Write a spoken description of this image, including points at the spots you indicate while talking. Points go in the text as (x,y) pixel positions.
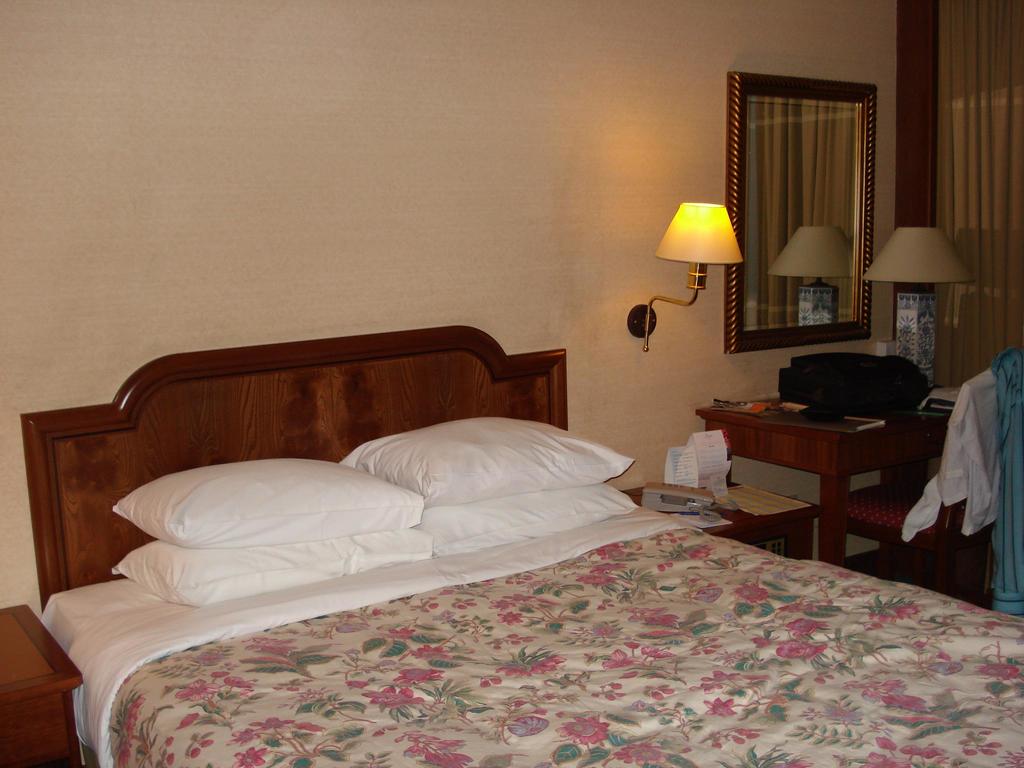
It is a closed room (329,584) where we can see a bed (377,584) and comforter (378,646) and pillows (293,571) beside it there is a table (773,526) on it there is telephone (712,510) and there is another table (789,456) one bag (867,385) is on it and one bed lamp (912,317) on it. Behind it there is a big wall (586,209) and a lamp (720,239) is attached to it and a mirror (783,299) is attached to it and in front of the table (894,436) there is a chair (941,517) and some clothes (993,415) are kept on it, beside that there is a curtain (991,265) at the left corner of the picture (48,706) one table (48,700) is there.
